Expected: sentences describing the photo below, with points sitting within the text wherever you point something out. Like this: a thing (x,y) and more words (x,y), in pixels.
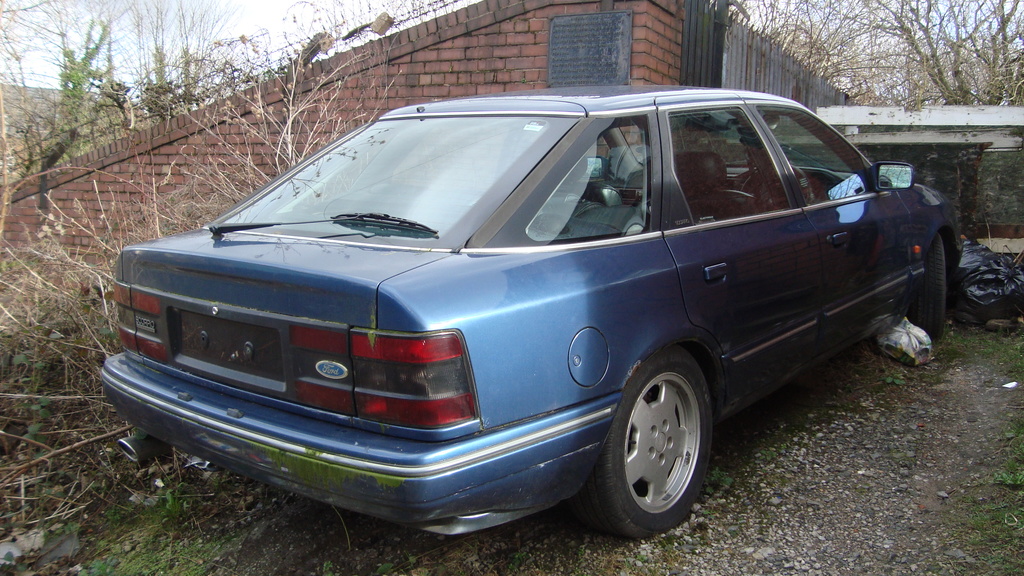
In this picture we can see a car (514,439) on the ground (735,490). Behind the car (423,306), there is a wall (495,58). On the right side of the image (979,294), there are trees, polyethylene covers (976,276) and an object (918,351). Behind the wall (546,66), there is the sky (263,17). On the left side of the image (16,109), there is a hill (14,94).
